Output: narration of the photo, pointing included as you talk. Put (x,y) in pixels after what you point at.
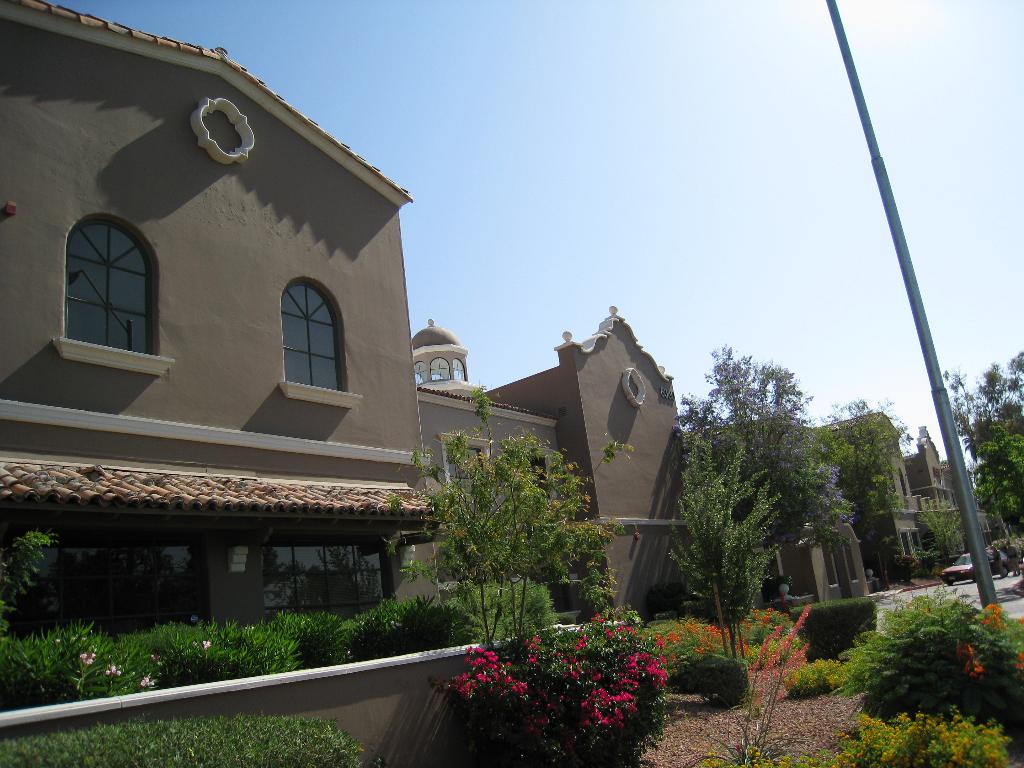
In this image there are buildings (89,522), in front of the buildings (352,608) there are trees (709,517), plants (923,682) and there is a pole (991,590). In the background (691,184) there is a sky (575,241).
